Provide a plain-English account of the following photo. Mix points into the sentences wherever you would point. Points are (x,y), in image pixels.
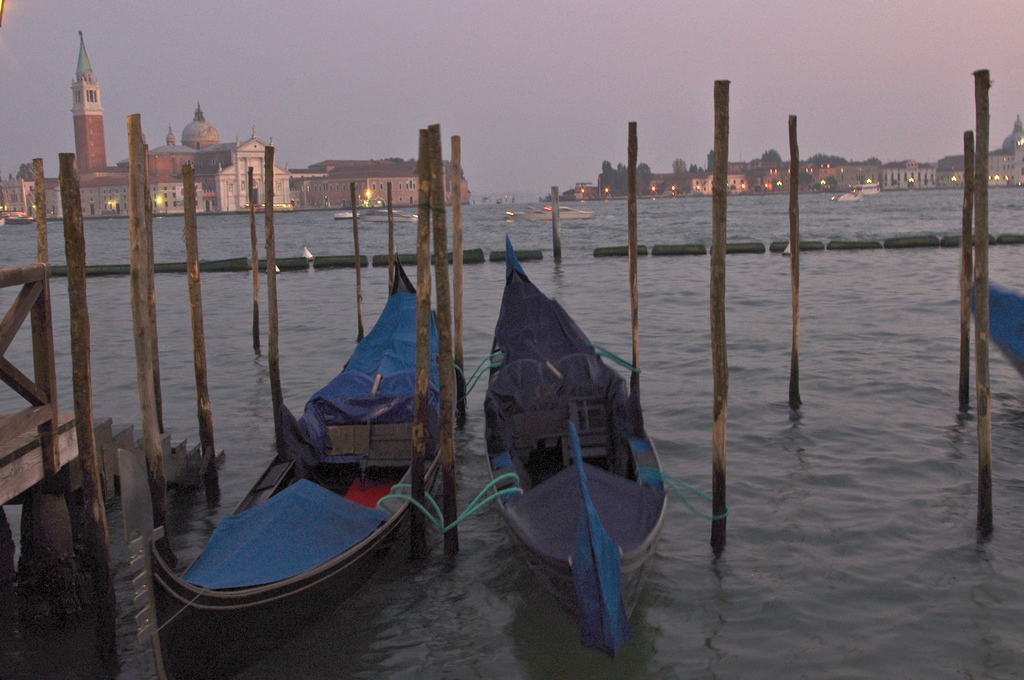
In this image we can see boats (352,480), wooden poles (460,296). At the bottom of the image (741,638) there is water (923,476). In the background of the image (449,173) there are buildings (740,164) and sky (485,67).
